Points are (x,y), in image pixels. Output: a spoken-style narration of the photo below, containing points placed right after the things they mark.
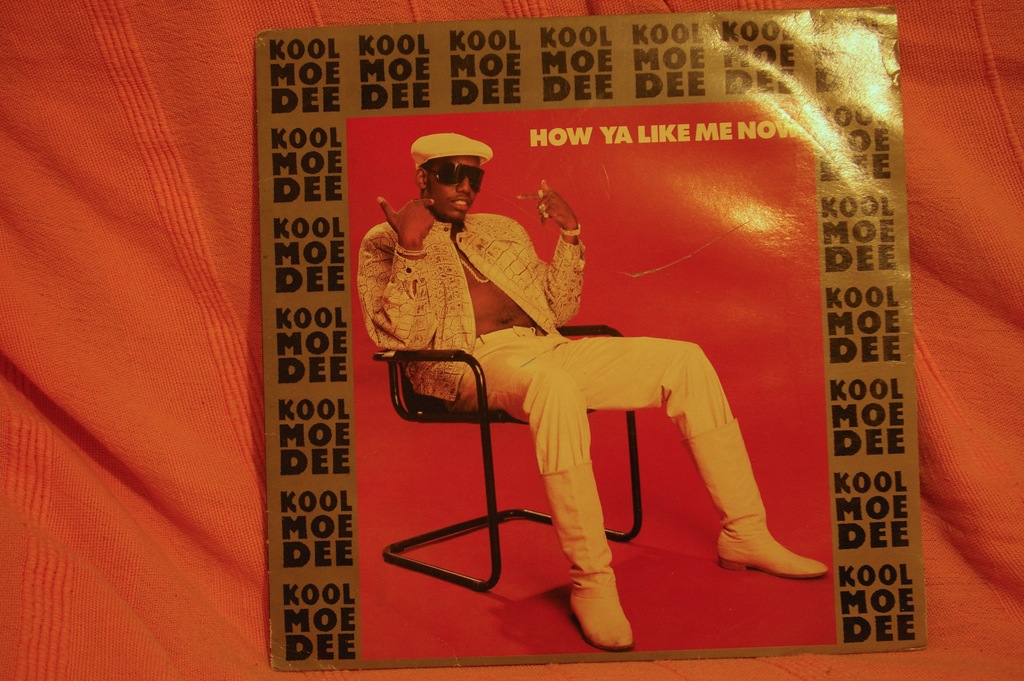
In this image there is a poster (549,564) on that there is a man (555,339) he wears jacket (459,295), trouser (532,379), cap (447,147) and shoes (574,575) he is sitting on the chair (492,543) on that poster (463,134) there is a text (403,74). In the background (130,439) there is a cloth (169,355).
